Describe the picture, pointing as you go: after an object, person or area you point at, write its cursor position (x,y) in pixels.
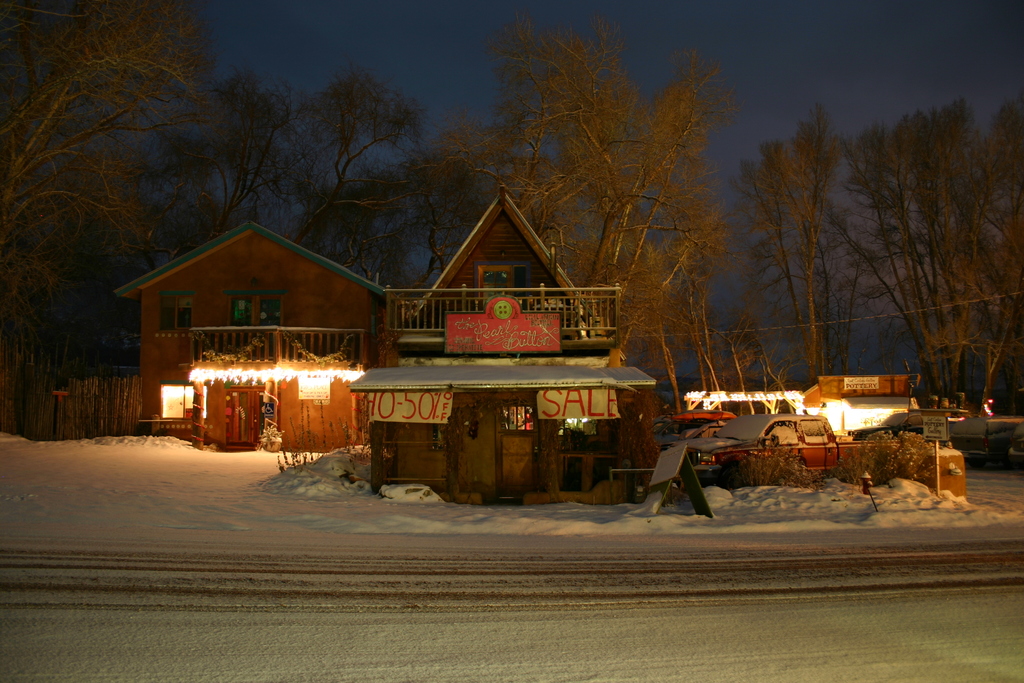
In this image there are two houses (338,361), few vehicles (790,437) and the road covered with snow (758,490), there are few trees (693,375) and the sky (855,28).
